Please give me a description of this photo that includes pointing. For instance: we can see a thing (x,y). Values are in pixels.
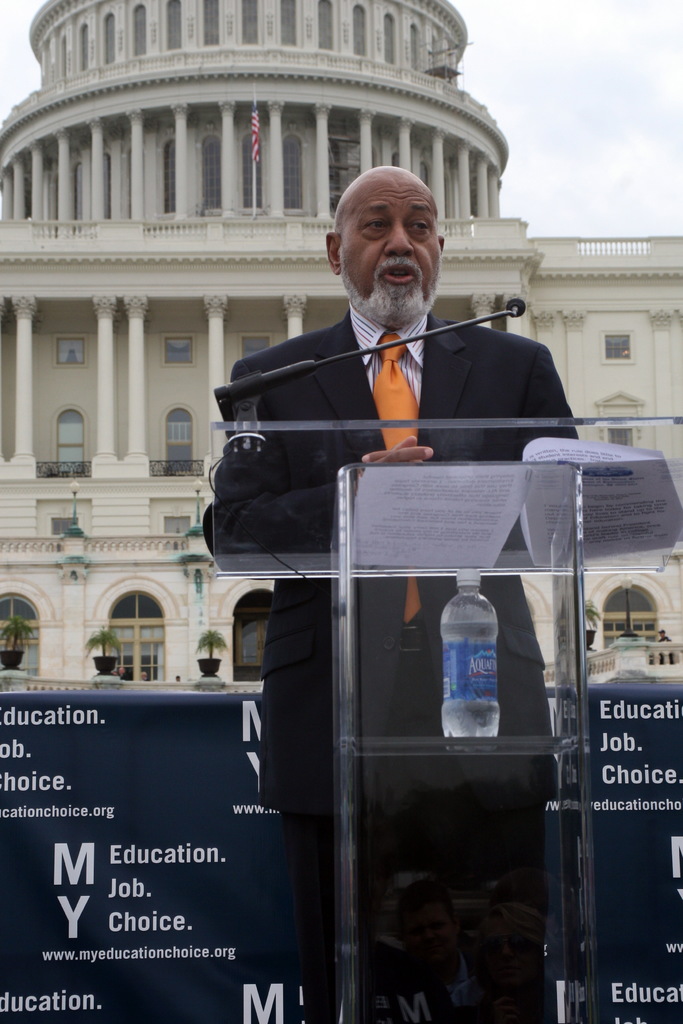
In this picture we can see man (405,223) standing at podium (415,464) and talking on the mic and on podium (509,462) we can see paper (457,509), bottle (454,653) and in the background (122,687) we can see building (229,110), flag (259,140) with pole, windows (188,416), balcony (121,548), sky (489,90).
